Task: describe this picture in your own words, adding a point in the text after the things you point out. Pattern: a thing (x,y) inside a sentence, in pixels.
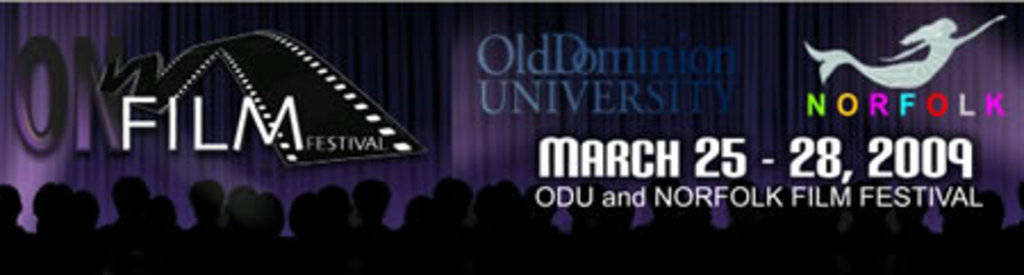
In this image we can see a poster (561,204) on which event name (861,185), date (680,147) and logo (948,53) is there.
